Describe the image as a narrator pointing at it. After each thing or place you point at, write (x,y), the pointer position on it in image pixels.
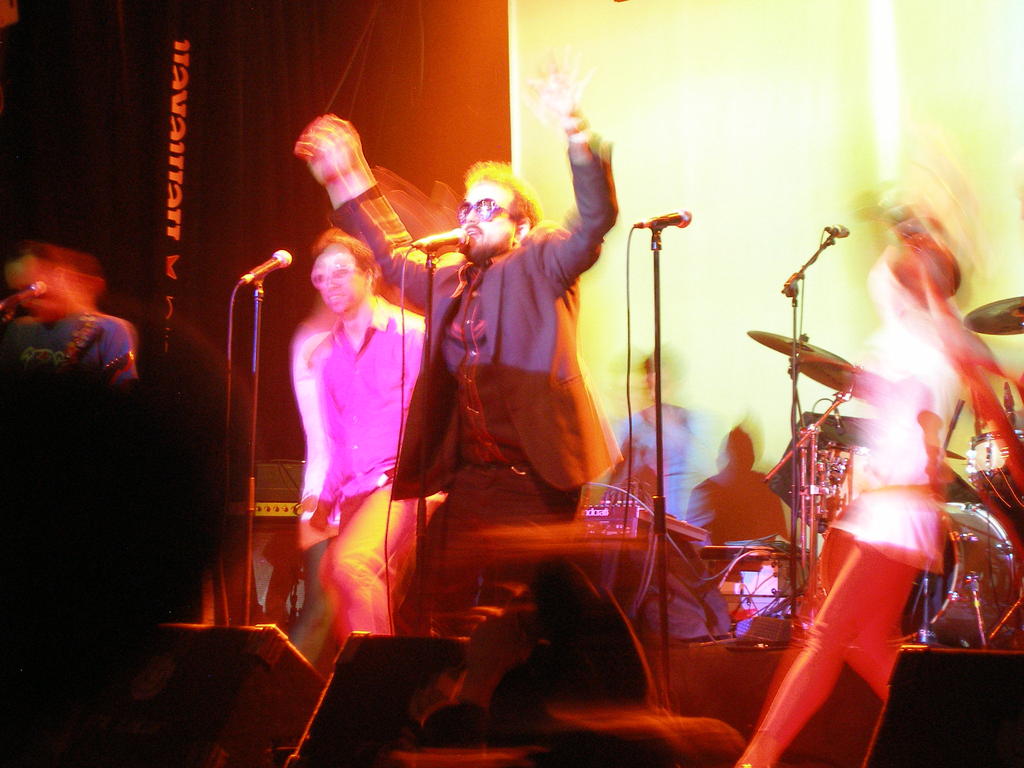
In the image in the center (566,303), we can see a few people (419,310) are standing. In front of them, we can see few microphones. And we can see musical instruments (1003,470). In the background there is a banner (177,124).
